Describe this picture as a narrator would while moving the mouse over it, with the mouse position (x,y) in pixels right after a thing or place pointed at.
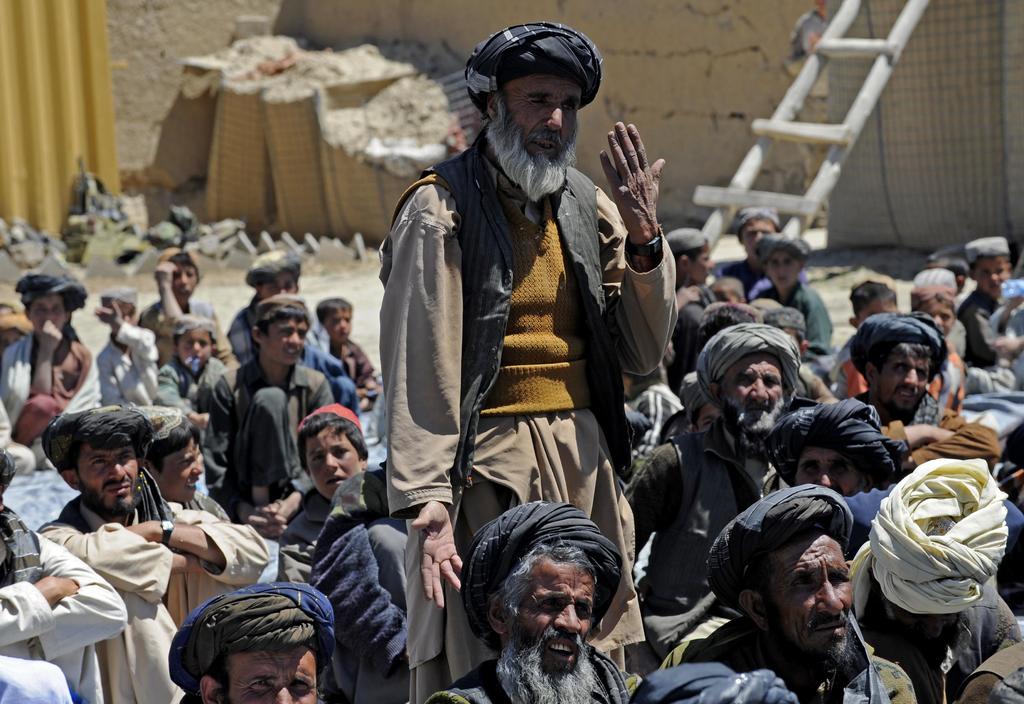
In the center of the image (421,438) we can see one person (524,393) is standing and a few people (81,397) are sitting. And we can see they are in different costumes (608,352). In the background (20,53) there is a wall (740,112), ladder (869,86), yellow color object (33,104), cream color objects (217,83), stones (255,49) and a few other objects (100,224).
